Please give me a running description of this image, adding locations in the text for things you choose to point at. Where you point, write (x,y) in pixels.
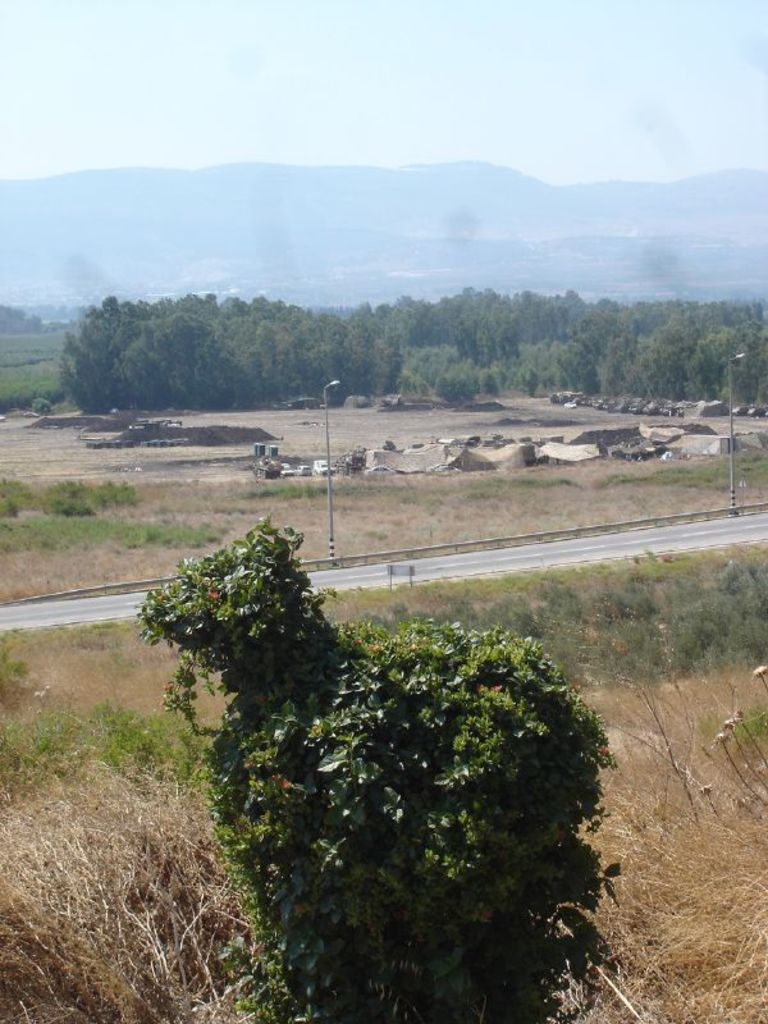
This image clicked outside. In the front (397,830), there is a tree (527,820) and dry grass (183,837). In the middle (355,582), there is a road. In the background (408,350), there are trees (141,330) and mountains (731,284). At the top (294,156), there are clouds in the sky (270,87).
